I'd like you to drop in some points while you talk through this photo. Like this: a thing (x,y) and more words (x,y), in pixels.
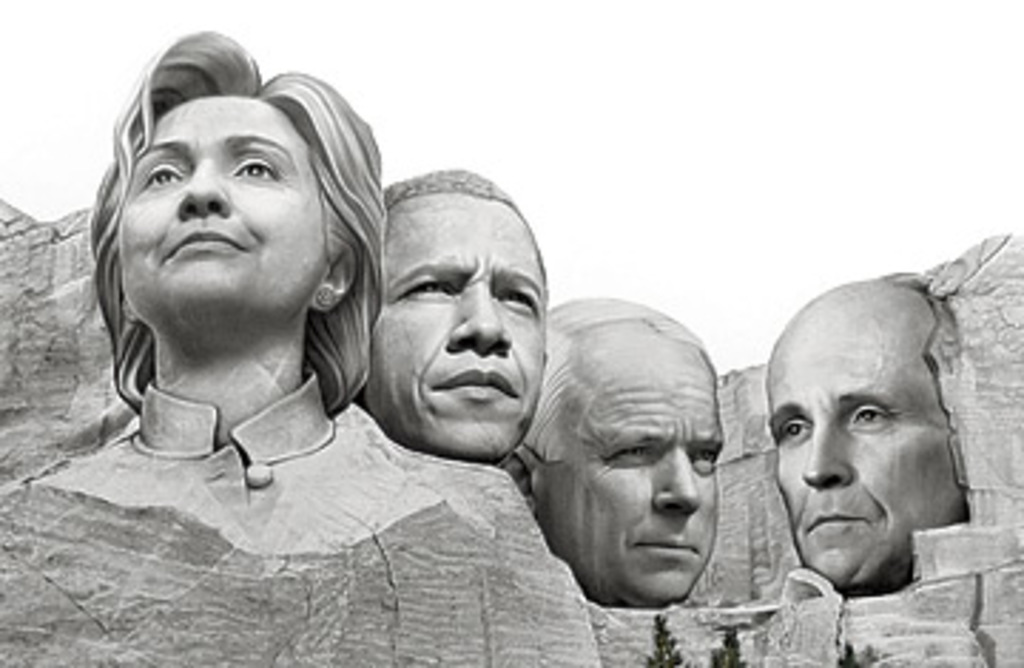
In the image on the rock (846,637) there are statues (246,377) of a lady (320,282) and three men (529,388).
